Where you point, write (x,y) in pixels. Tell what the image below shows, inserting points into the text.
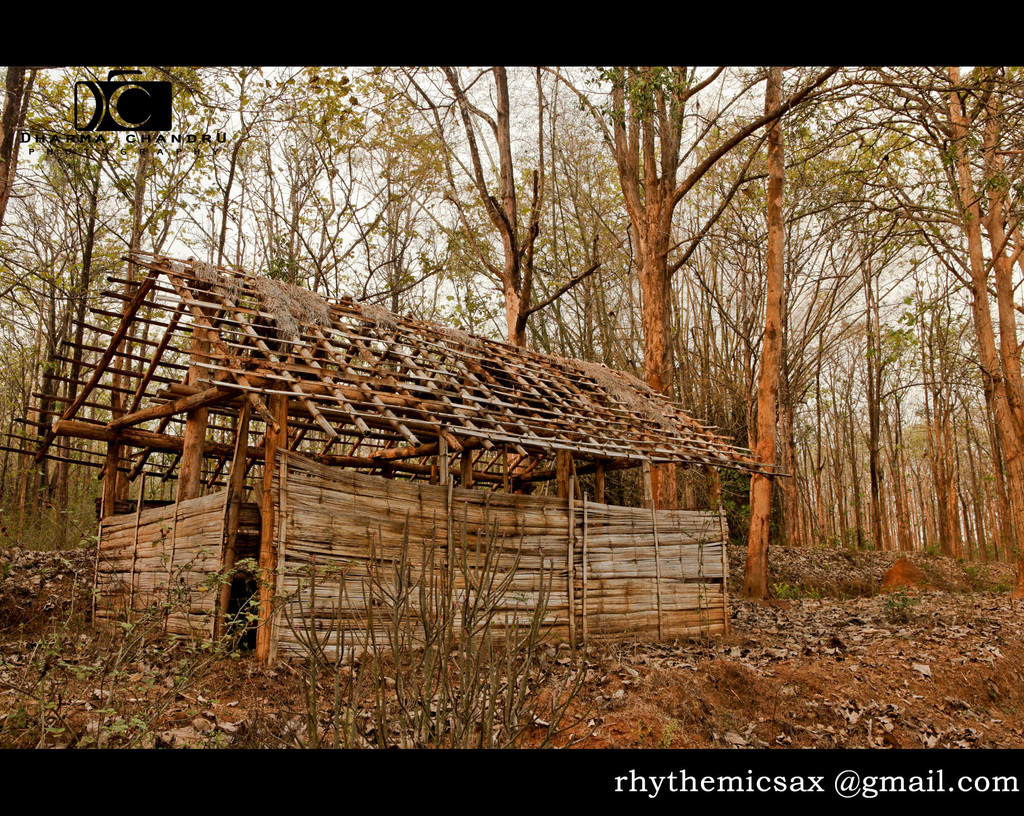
In this image I can see the house (275,470) made up of wooden logs (358,391). In the background (375,269) I can see many trees (510,254) and the sky (528,153).
